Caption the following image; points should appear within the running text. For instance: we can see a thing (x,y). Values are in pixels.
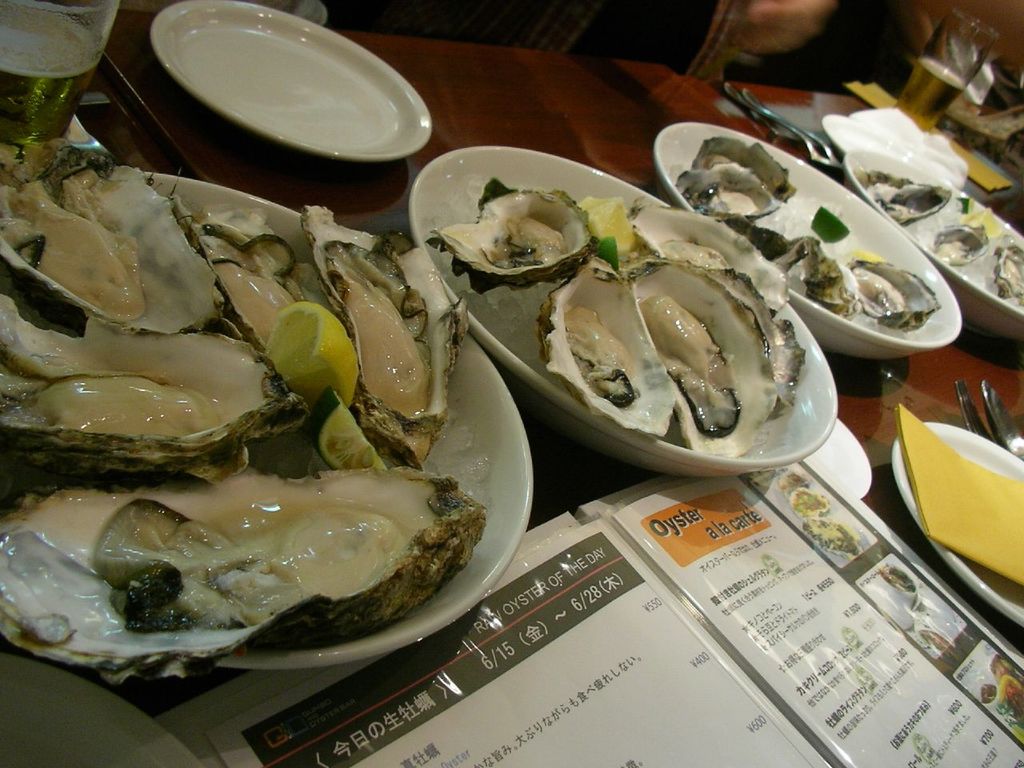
In this picture there are few eatables (620,314) placed in a white plate (493,379) which is on the table (735,99) and there are some other objects (799,578) beside it.
